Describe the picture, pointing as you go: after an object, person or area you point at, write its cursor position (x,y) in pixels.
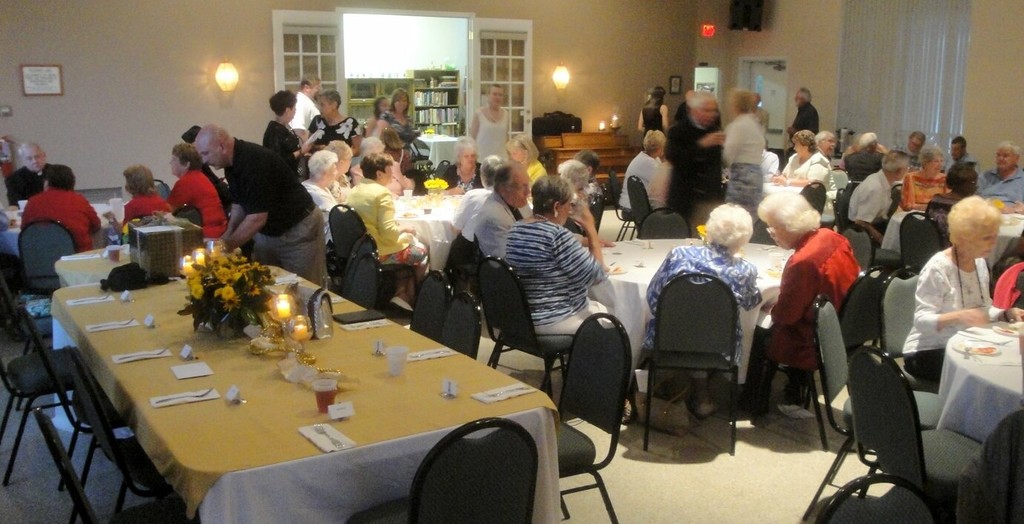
There are many people (744,271) sat on chairs (718,340) around the table (629,255). There are curtains (956,44) on to the right side of the wall (837,97) and a door (476,41) in the middle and there are two lights (222,82) on either sides of the door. The table (325,457) has flowers (230,283) glass (328,398). The most people (410,184) over here is seems to be of old age.
